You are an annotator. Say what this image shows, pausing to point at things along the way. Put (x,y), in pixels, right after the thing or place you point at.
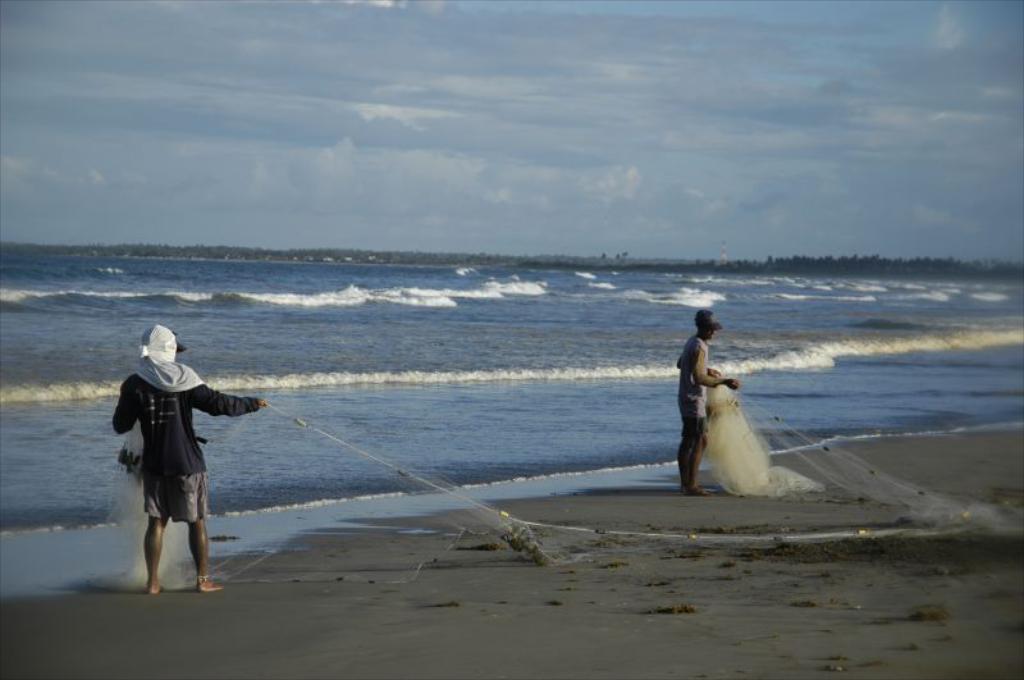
In this image we can see two men (181,469) are standing on the beach (722,632) and holding fish net (737,461) in their hands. Background of the image (266,459), sea (258,311) is there. The sky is covered with clouds (687,147).
